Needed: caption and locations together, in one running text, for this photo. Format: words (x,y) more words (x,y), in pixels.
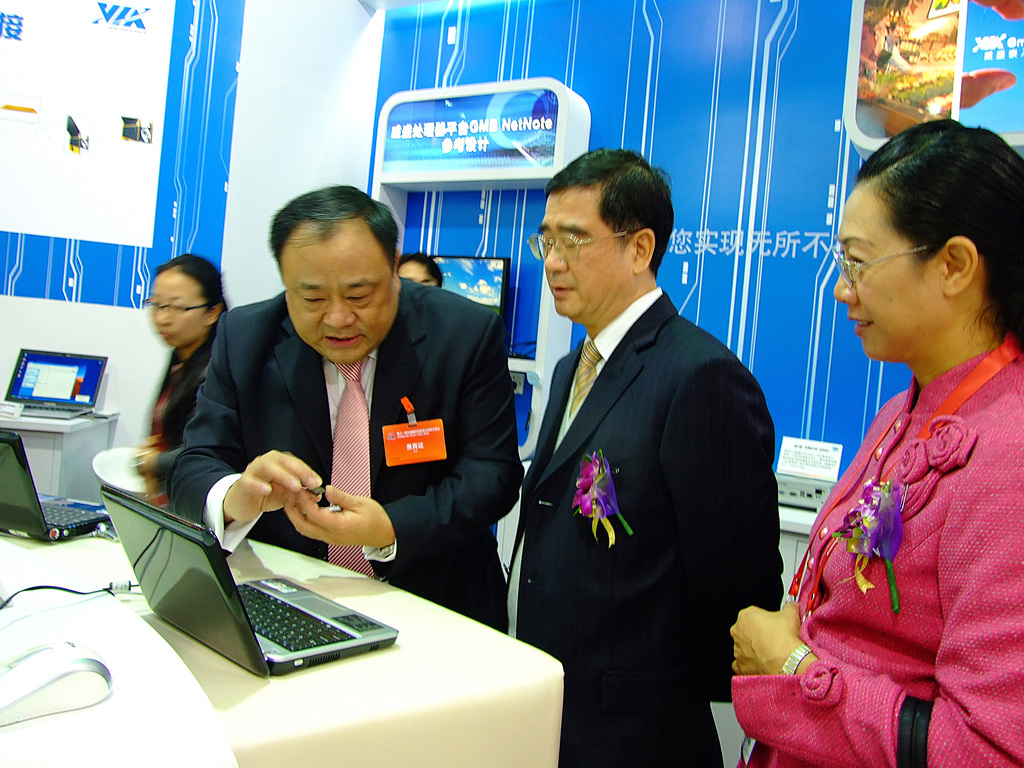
In this image I can see a person (630,379) wearing white shirt (615,336) and black blazer (690,423) and another person (348,384) wearing white, black blazer (322,383) and pink tie (342,365) are standing in front of a table (284,677). To the right side of the image (850,700) I can see a woman (912,614) wearing pink dress (967,502) is standing. On the table (535,651) I can see 2 laptops (213,595), a wire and few other objects (24,650). In the background (137,419) I can see the wall (137,419) which is white and blue in color, a television screen (451,263), few persons (417,280) standing and a laptop (37,409) on the table (64,431).
